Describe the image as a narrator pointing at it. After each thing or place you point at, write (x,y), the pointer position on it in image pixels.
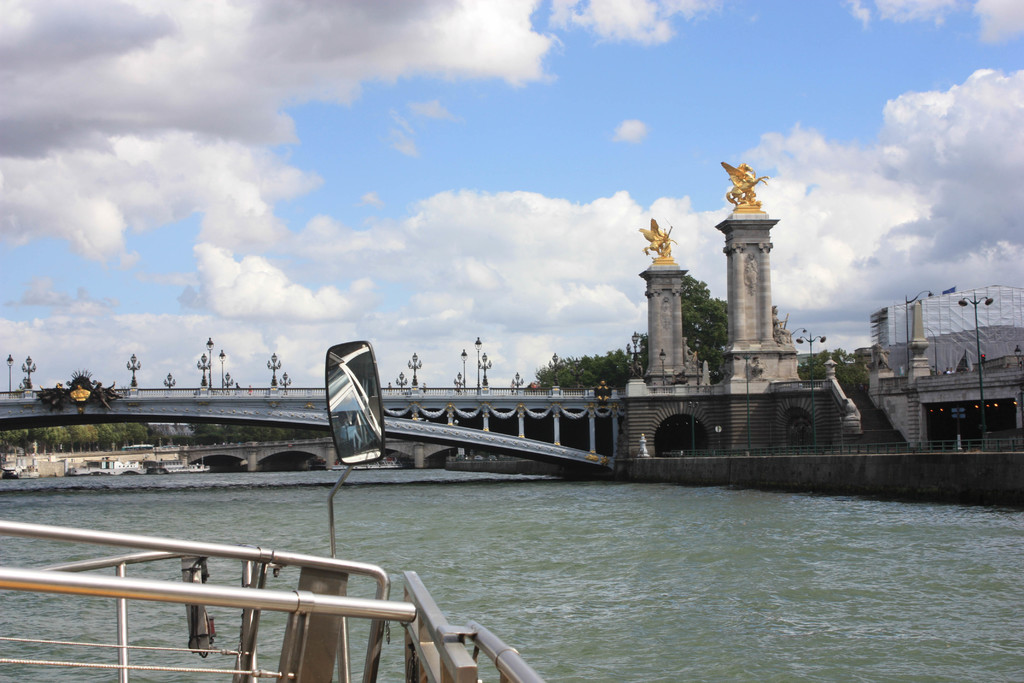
In this image we can see a bridge (584,420) placed on top of the water (704,494). To the left side of the image (301,595) we can see a mirror (359,450) attached to group of poles (32,574). In the background (699,328), we can see a group of trees (599,366), poles (11,379), and a cloudy sky (670,150).
